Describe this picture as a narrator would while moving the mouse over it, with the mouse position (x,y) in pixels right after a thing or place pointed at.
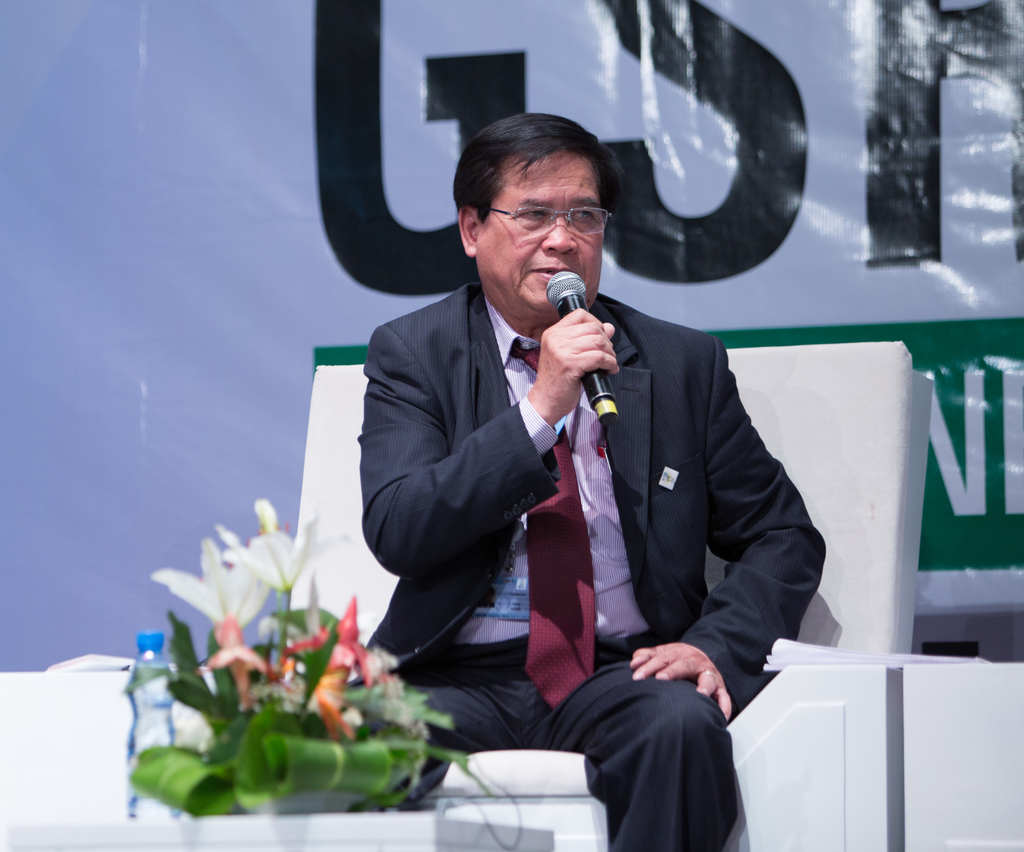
In the picture I can see a man (587,520) is sitting and holding a microphone (605,421) in the hand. I can also see a bottle (147,748) and flowers (274,796) on a white color object (402,824). In the background (616,285) I can see a banner (616,285) which has something written on it.
